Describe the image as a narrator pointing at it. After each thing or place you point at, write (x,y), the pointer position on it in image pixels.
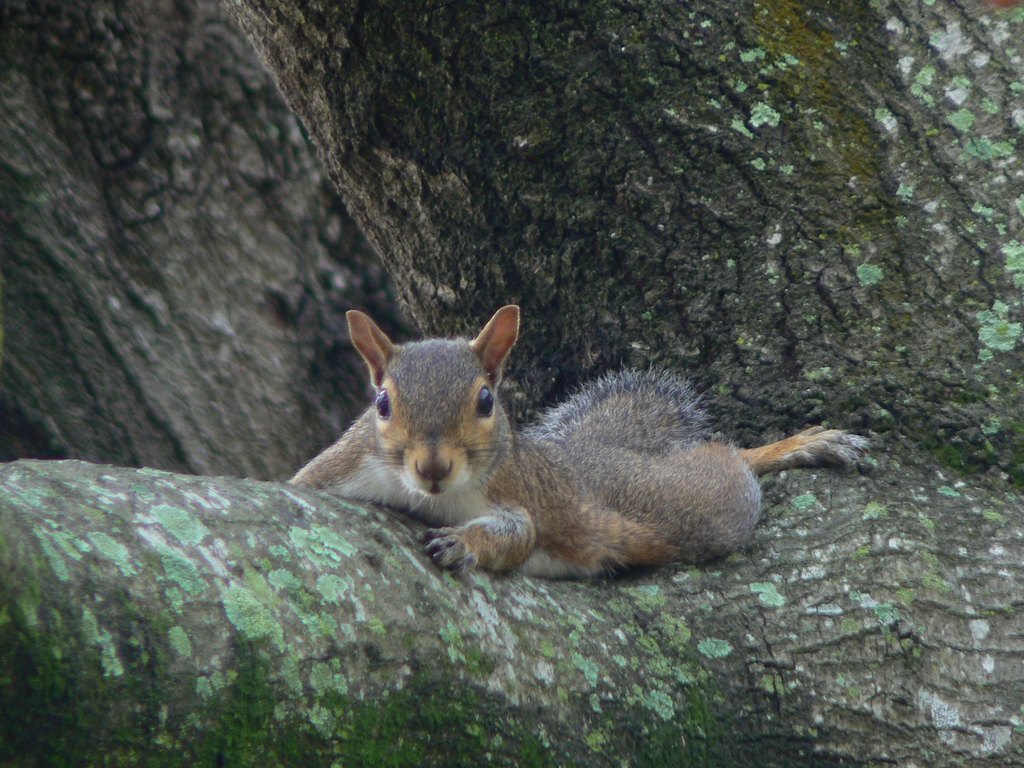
There is a squirrel (646,391) laying on the branch (886,727) of a tree (526,62). In the background (190,399), there is a tree (120,50).
